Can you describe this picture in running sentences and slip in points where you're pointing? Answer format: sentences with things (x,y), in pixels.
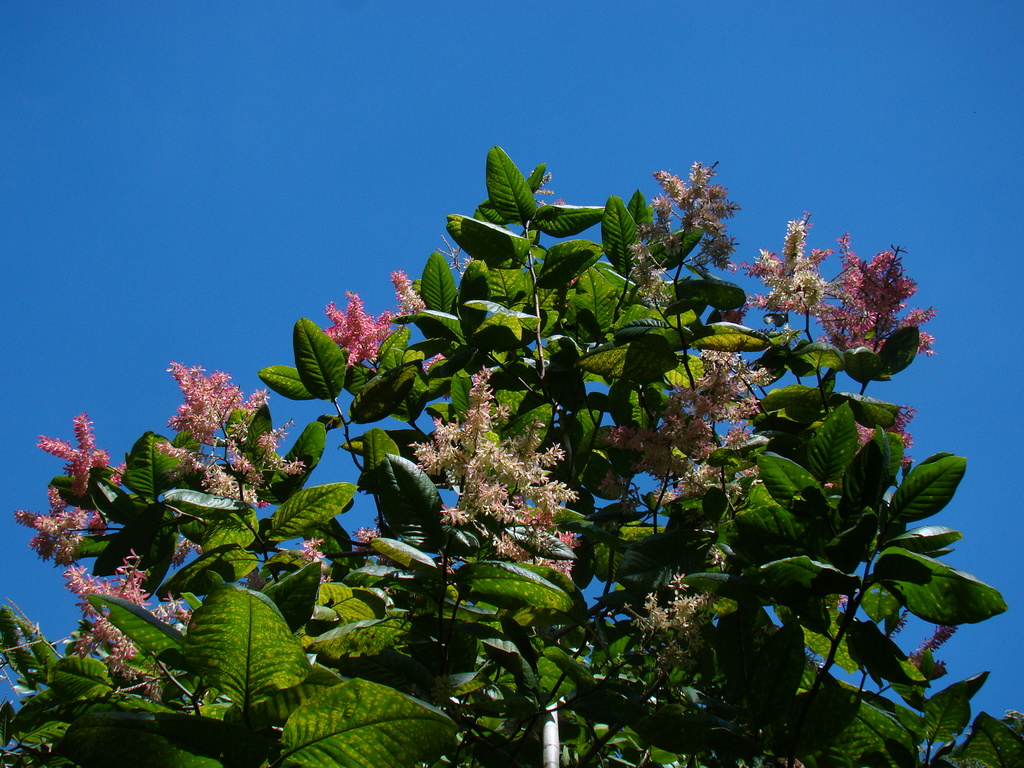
In this picture we can see flowers (263,394), leaves (570,341) and in the background (447,153) we can see the sky (478,140).
